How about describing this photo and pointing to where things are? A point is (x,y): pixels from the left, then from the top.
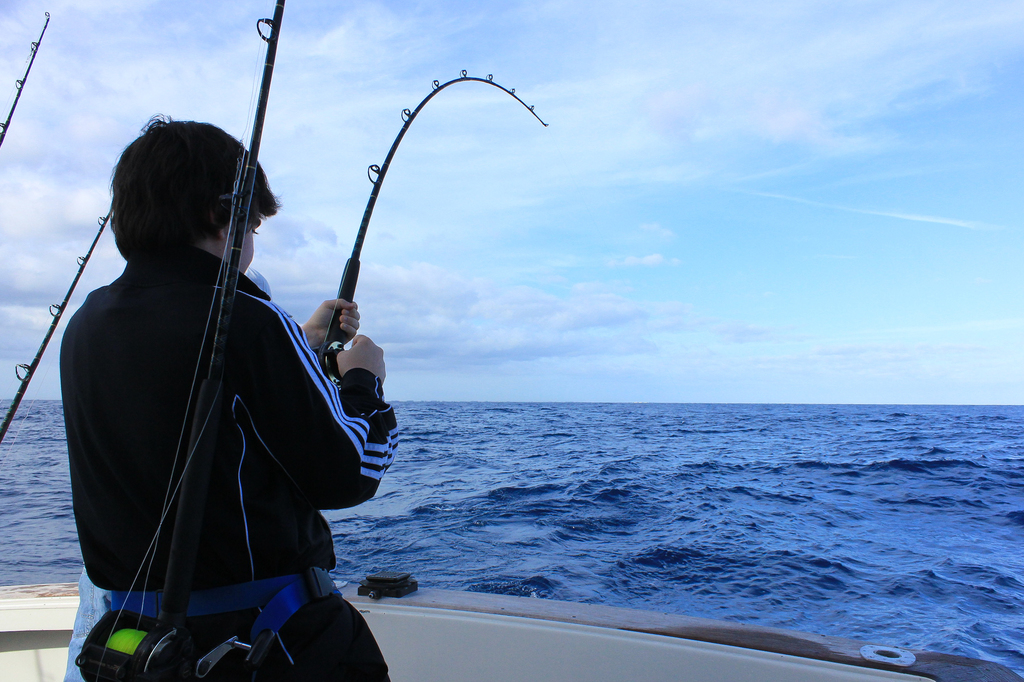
On the left side of the image (312,484) we can see a person (207,681) is standing on the deck (417,666) of a boat (408,637) and holding a fishing rod (346,294). In the background of the image (29,544) we can see the water (710,481). At the top of the image (734,187) we can see the clouds (571,316) in the sky (885,306).
